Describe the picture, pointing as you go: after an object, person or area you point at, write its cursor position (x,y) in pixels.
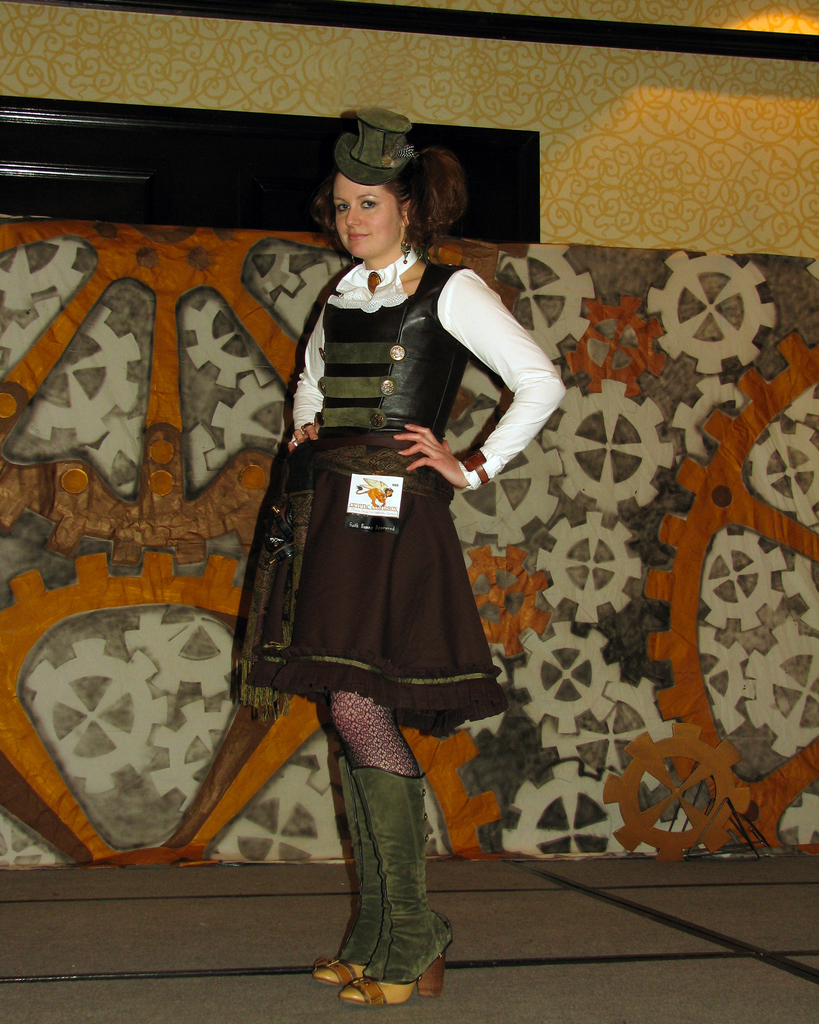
Here in this picture we can see a woman (405,396) standing over a place and we can see she is wearing a hat (386,167) on her and behind her we can see a wall (745,721) designed in a way present over there.
